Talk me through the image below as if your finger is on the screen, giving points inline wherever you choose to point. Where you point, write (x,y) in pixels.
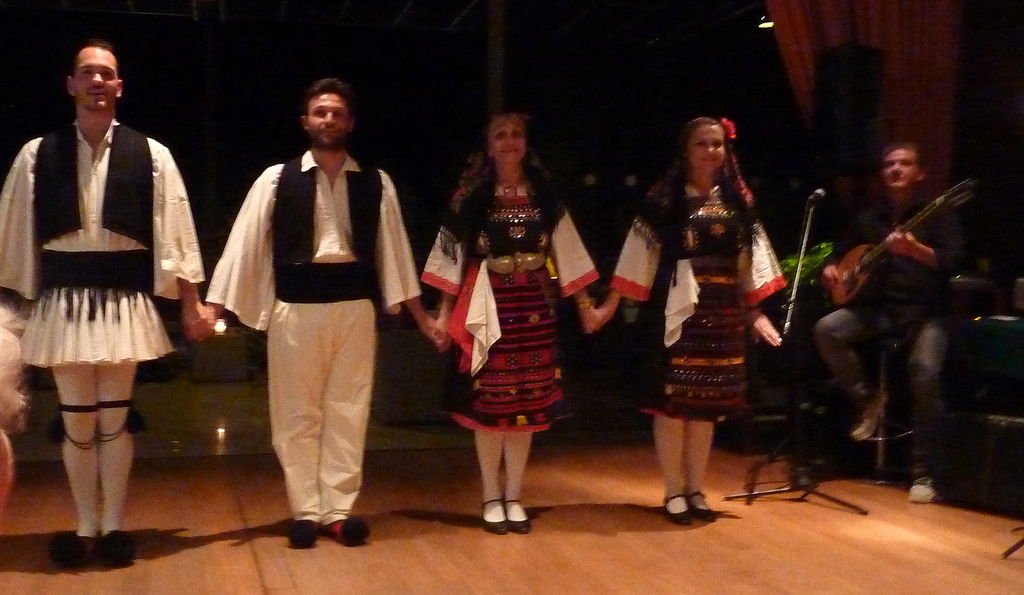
In this image we can see two men (293,279) and two women (638,217) standing on the stage (704,539). On the right (904,159) we can also see a person (930,229) playing the guitar (885,249) and sitting in front of the mike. In the background (794,15) we can see the curtain (798,31) and also the light (772,23).
